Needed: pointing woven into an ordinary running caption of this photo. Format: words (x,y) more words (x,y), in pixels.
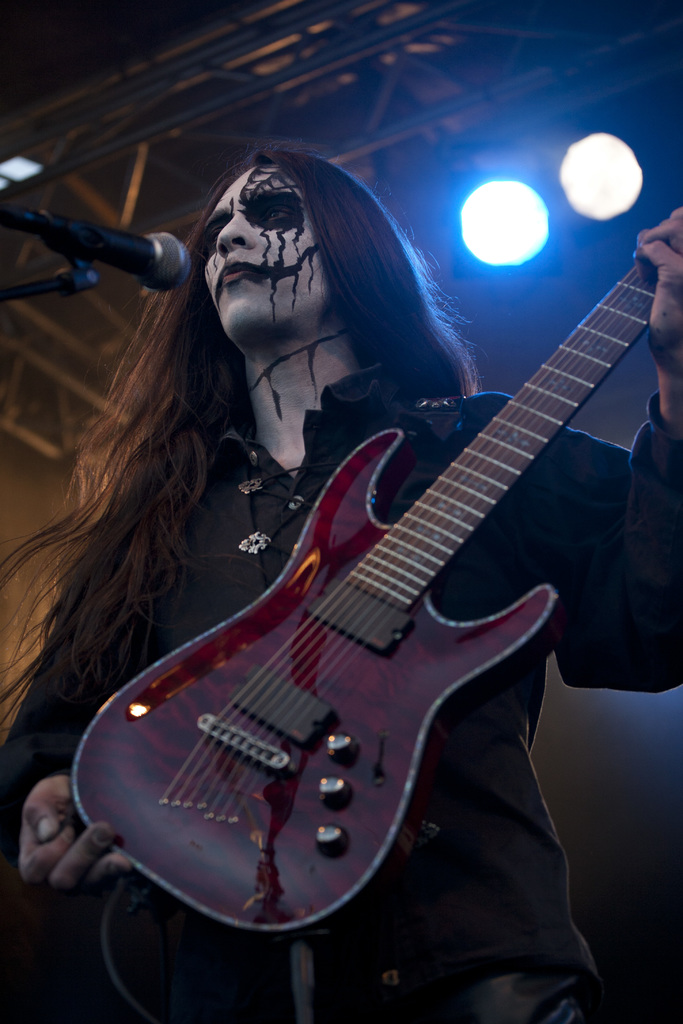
In this picture I can observe a person (210,429) holding a guitar (277,645) in the middle of the picture (304,547). In the background (502,220) I can observe two lights (510,216).
